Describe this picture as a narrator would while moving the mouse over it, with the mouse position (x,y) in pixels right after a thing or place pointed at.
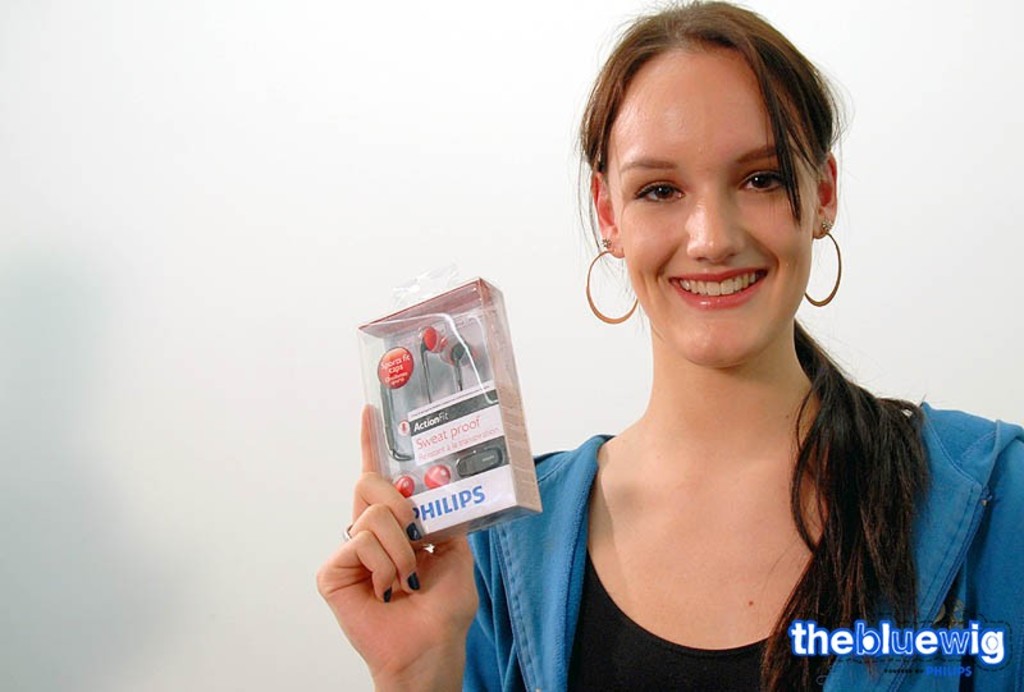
In this image there is a girl (663,588) standing and smiling, also holding head set box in hands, at the bottom of image (895,675) there is a water mark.
